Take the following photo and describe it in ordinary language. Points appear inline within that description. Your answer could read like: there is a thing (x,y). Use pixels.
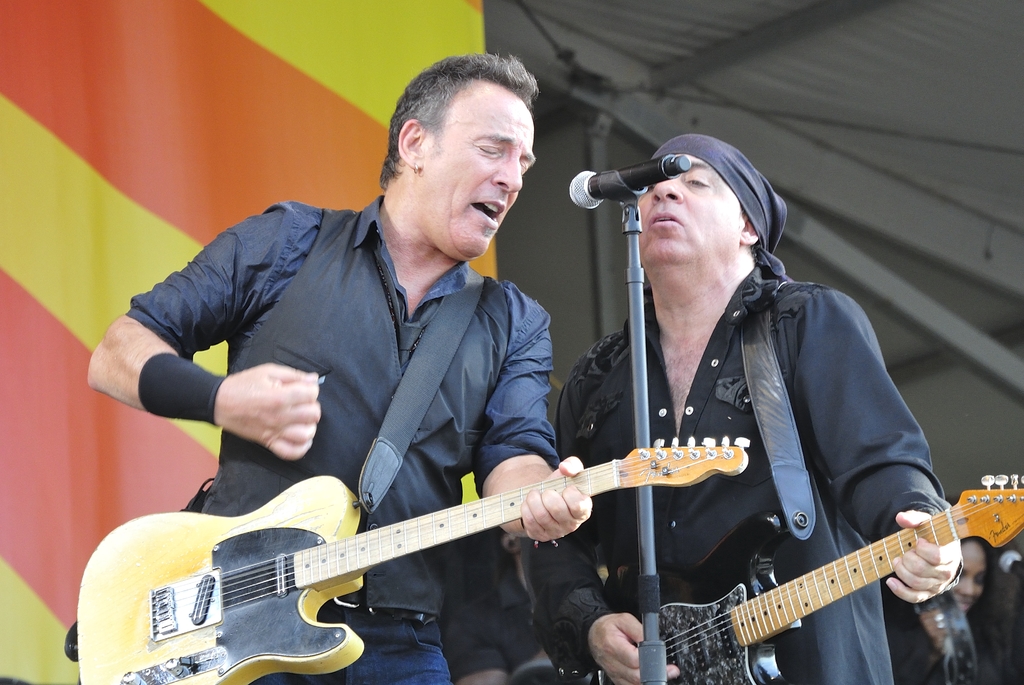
In this image i can see two men (720,337) holding a guitar (355,537) and singing, there is a micro phone (610,187) in front of the man (735,398) beside the man (740,413) there is a woman (983,586). At the background (334,71) i can see a banner (326,88) at the top of the image (886,44) there is a shed (880,59).
